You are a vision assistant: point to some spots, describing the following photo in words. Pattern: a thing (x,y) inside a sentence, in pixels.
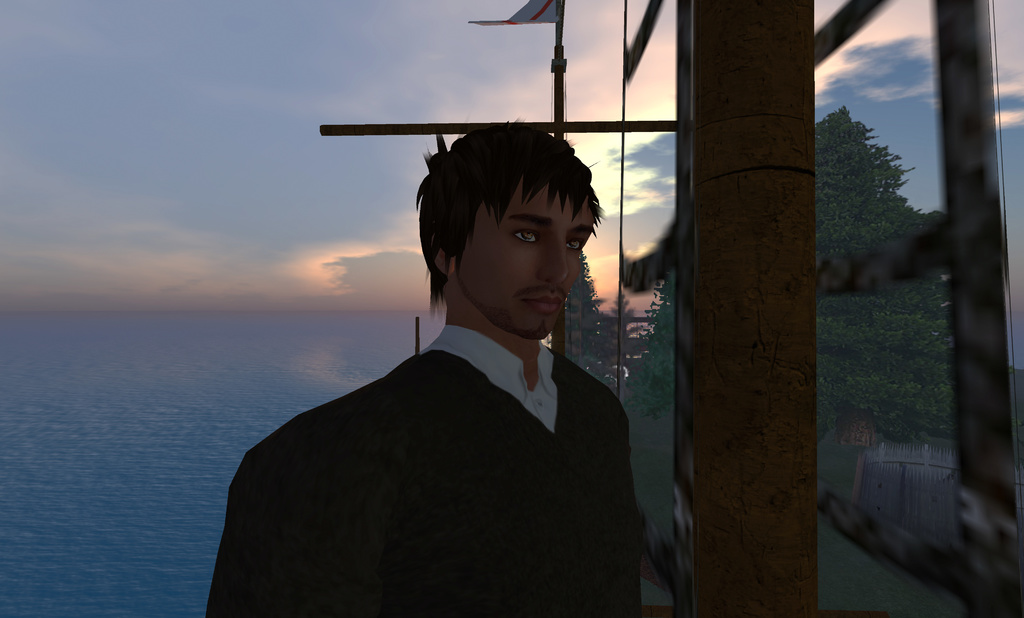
In this picture we can observe a graphic (443,360). There is a person (474,370) standing beside the mast (698,286). In the background (27,500) there is an ocean (191,350) and a sky (216,208) with some clouds (360,284).
